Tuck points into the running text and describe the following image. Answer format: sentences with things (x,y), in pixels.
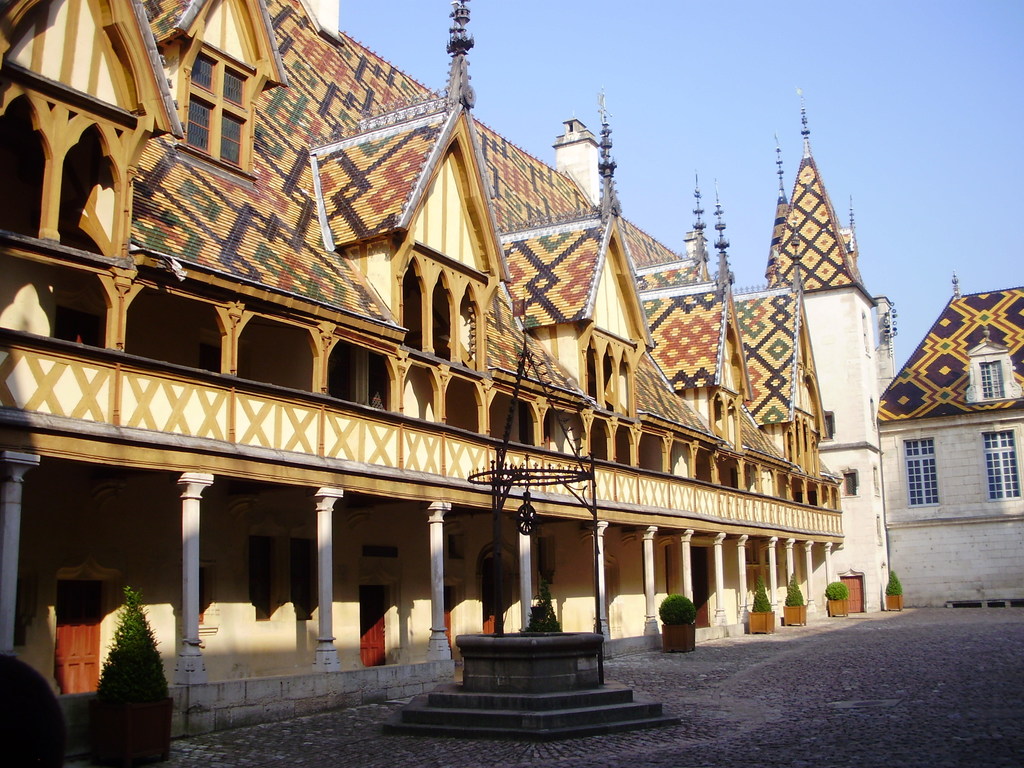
In this image I can see the ground (815,683), few stairs (610,724), few plants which are green in color and few buildings (607,428). In the background (940,36) I can see the sky (721,107).
